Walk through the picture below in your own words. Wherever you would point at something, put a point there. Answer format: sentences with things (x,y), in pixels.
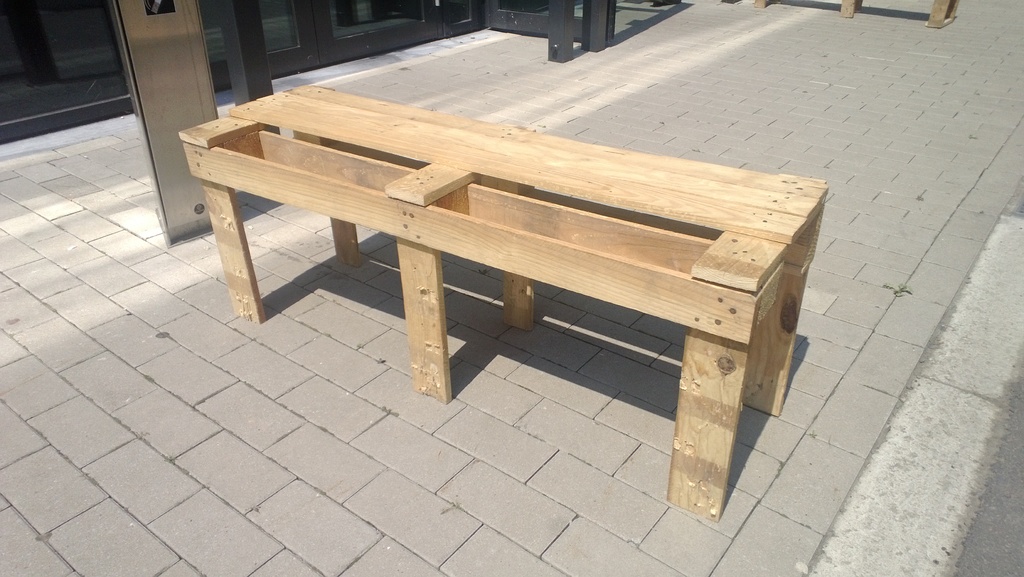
Here I can see a bench (411,245) on the sidewalk (224,437) and also there are some poles (560,19). On the left top of the image (63,48) there is a door (61,65) which is in black color.
